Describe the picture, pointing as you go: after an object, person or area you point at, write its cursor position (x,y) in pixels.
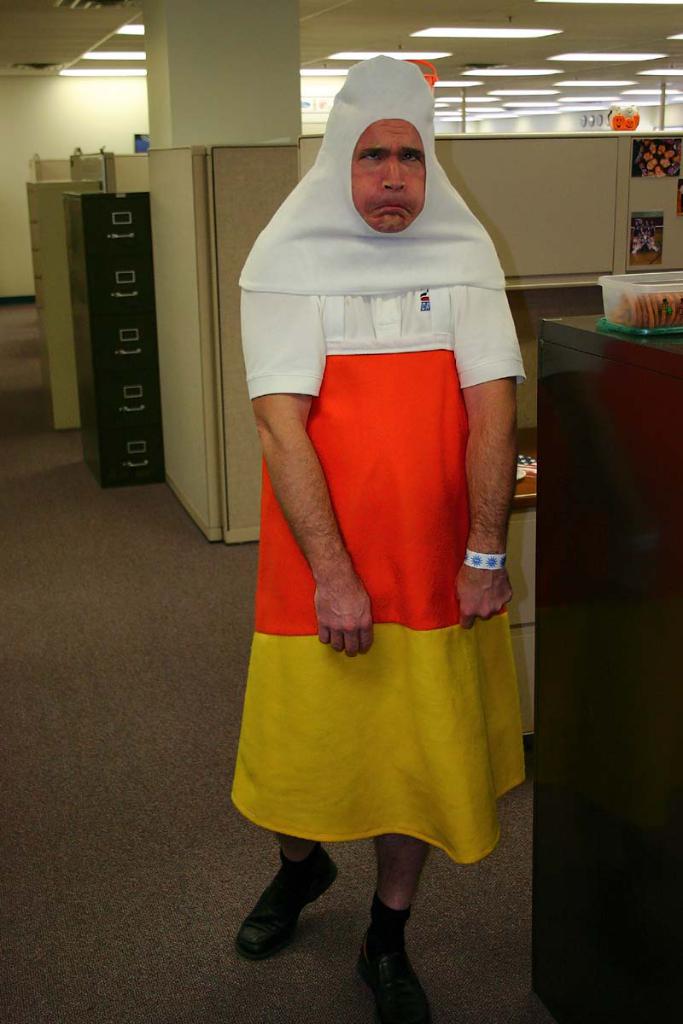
In this image, we can see a person (283,761) standing and there are some black color desks (118,363), there is a pillar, we can see the roof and some lights (677,92).
